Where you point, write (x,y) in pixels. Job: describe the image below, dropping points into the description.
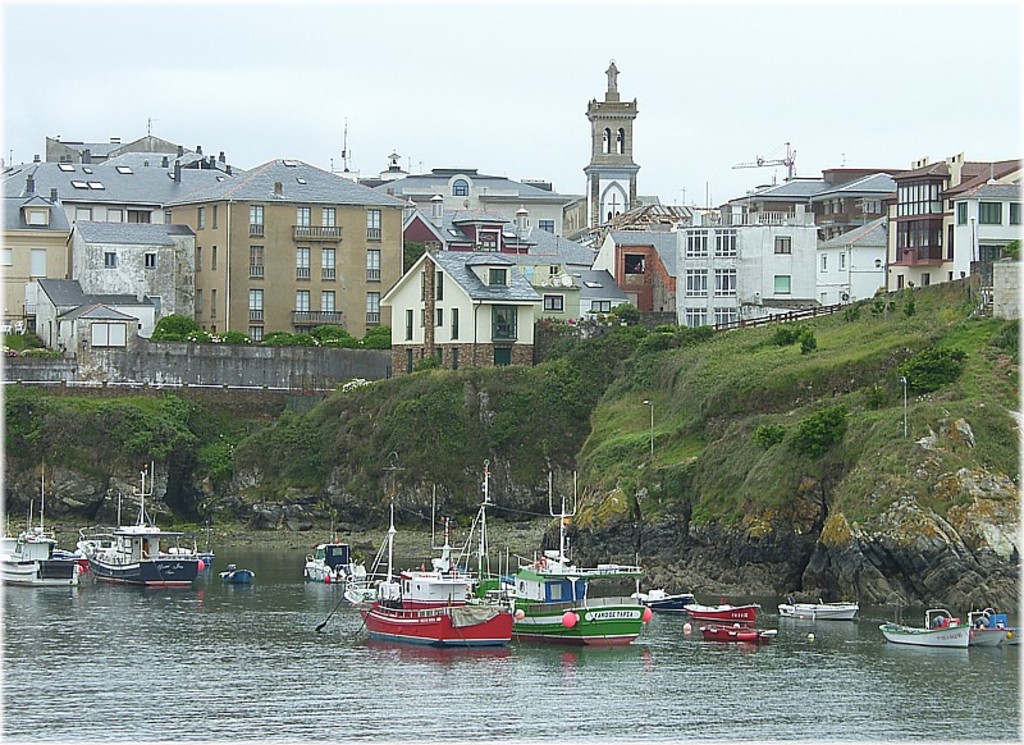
In this image we can see a group of boats (375,623) with some poles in a water body (545,690). We can also see some plants (175,425), grass (640,416), trees (940,368), rocks (801,575), some buildings (311,260), a fence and the sky (395,42).
